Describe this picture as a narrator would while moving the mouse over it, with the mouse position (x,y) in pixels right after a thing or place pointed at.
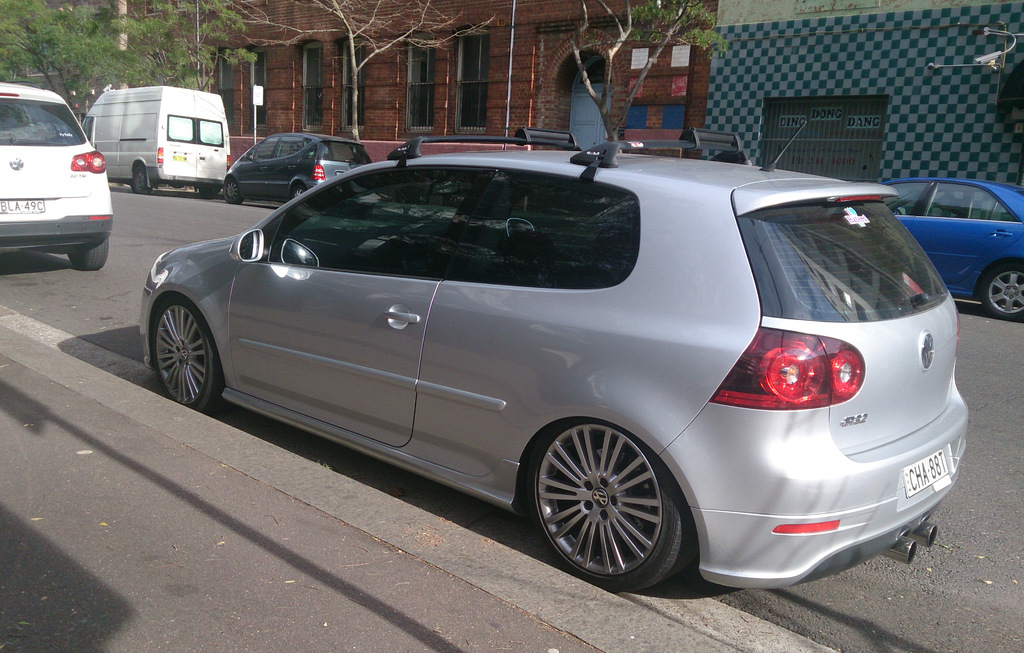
In this image we can see some vehicles (181,145) on the road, there are few buildings (477,87), trees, also we can see some text (839,122) on the wall (810,131).
